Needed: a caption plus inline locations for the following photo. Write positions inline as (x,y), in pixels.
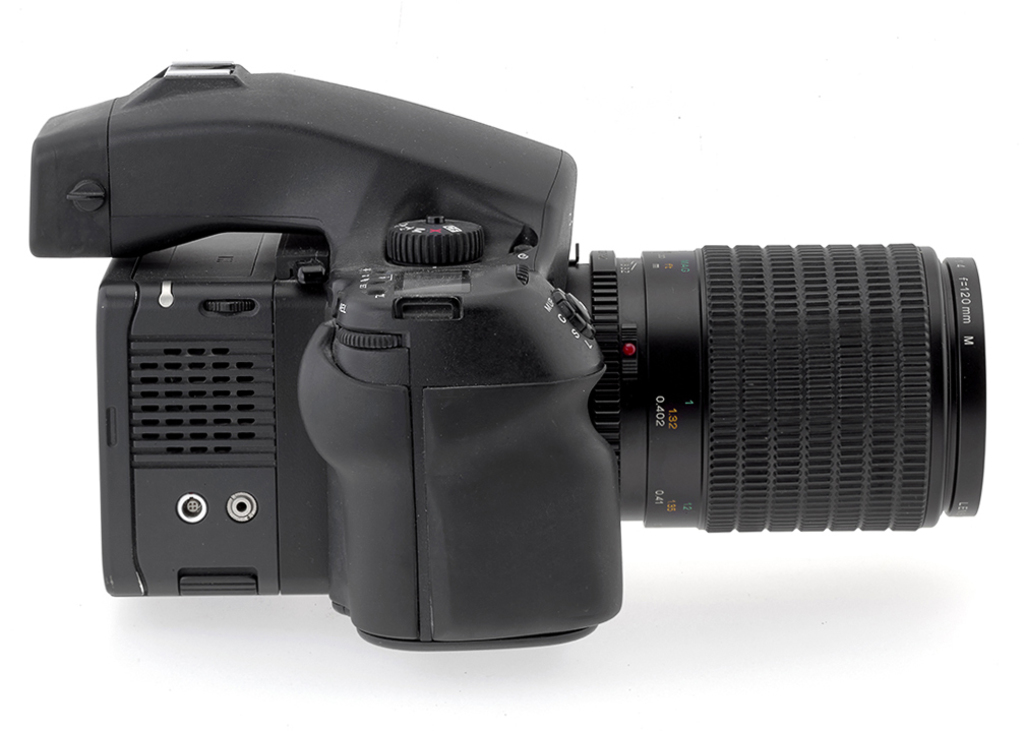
In this image we can see a camera (580,389) with lens (660,330) placed on the surface (784,566).
